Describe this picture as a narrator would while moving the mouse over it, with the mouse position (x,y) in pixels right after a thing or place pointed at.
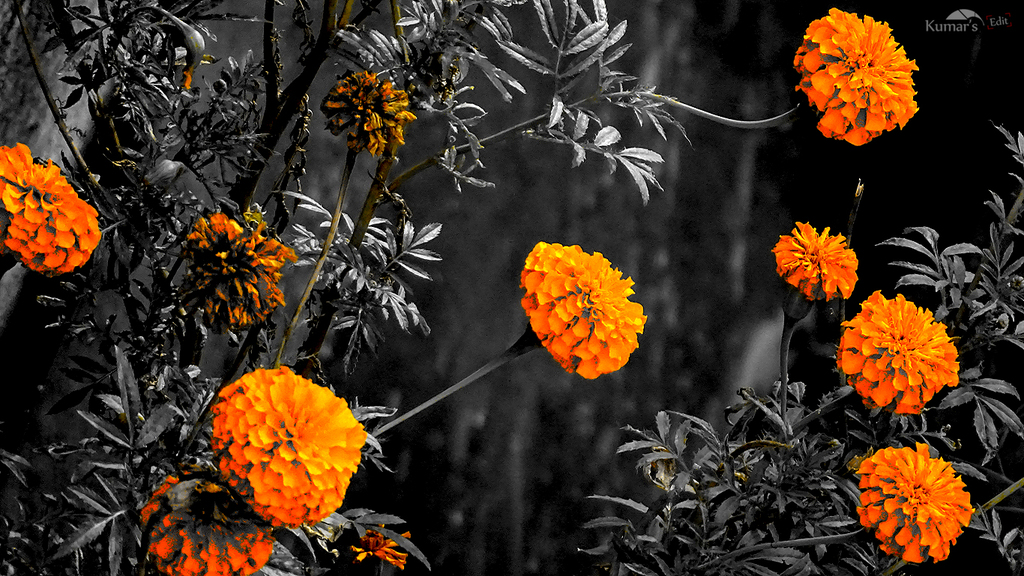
This image consists of flowers (874,375) in orange color along with the leaves (275,564). And there are plants (450,390). The background (674,218) is blurred.
